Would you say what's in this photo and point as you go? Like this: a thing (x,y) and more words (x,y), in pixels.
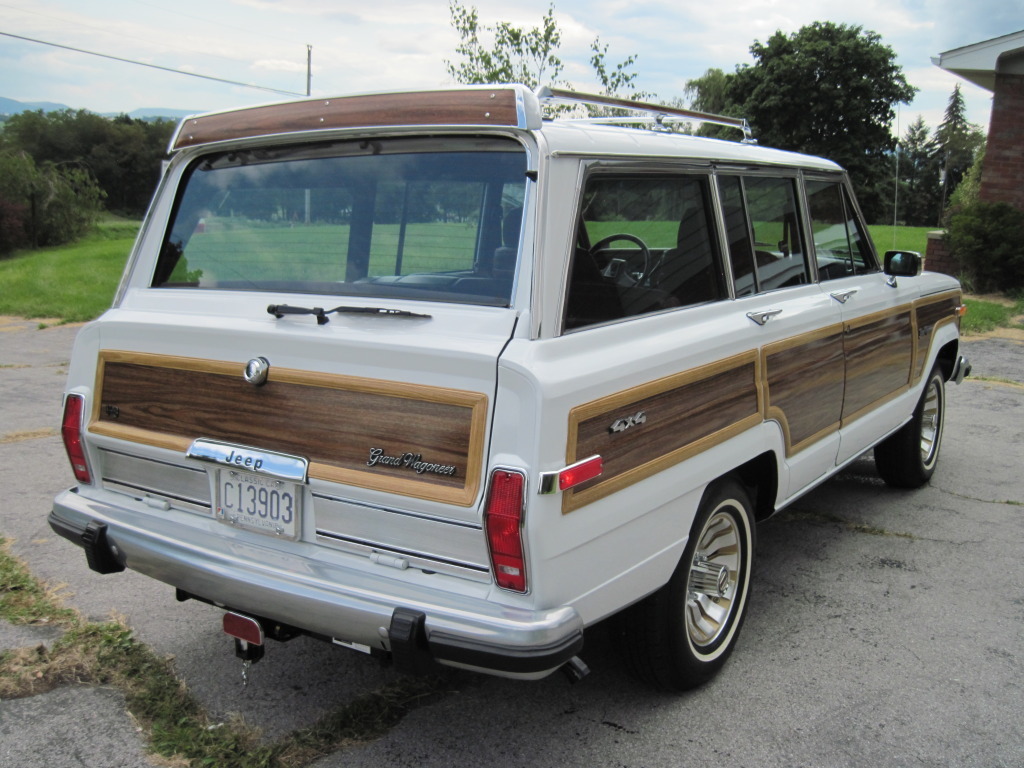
In this image, we can see some trees (889,137). There is a vehicle (559,168) in the middle of the image (648,499). There is a wall (994,181) in the top right of the image (1001,164). There is a sky (381,47) at the top of the image (377,34).
